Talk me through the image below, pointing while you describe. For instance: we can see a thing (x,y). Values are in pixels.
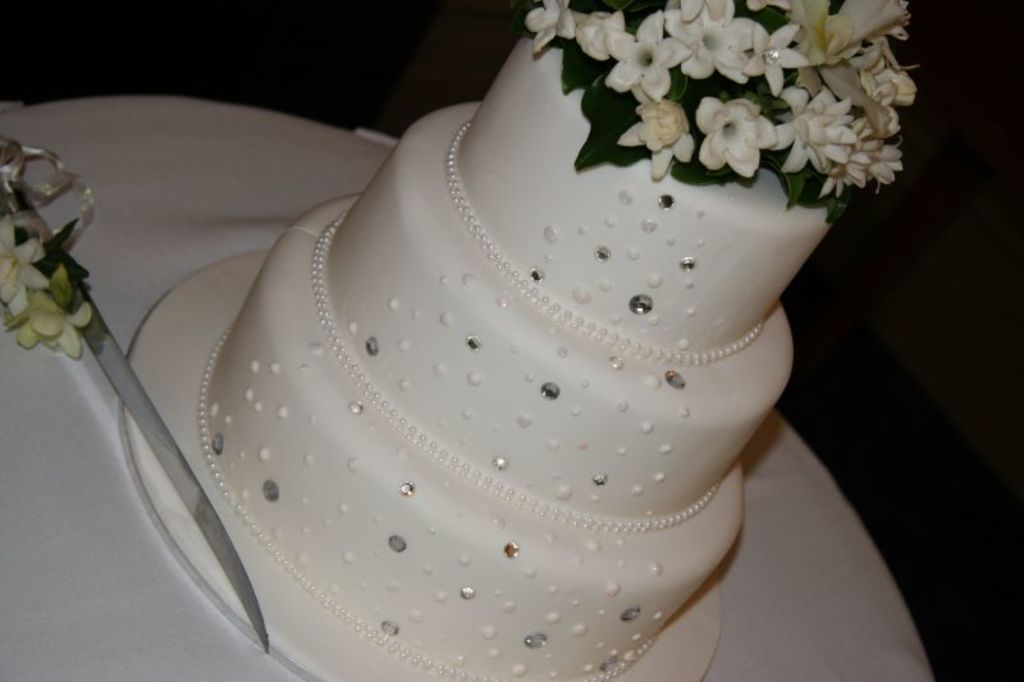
In this image there is a three tier cake (433,343) placed on a table (118,312), beside the cake (228,375) there is a knife (100,338).
